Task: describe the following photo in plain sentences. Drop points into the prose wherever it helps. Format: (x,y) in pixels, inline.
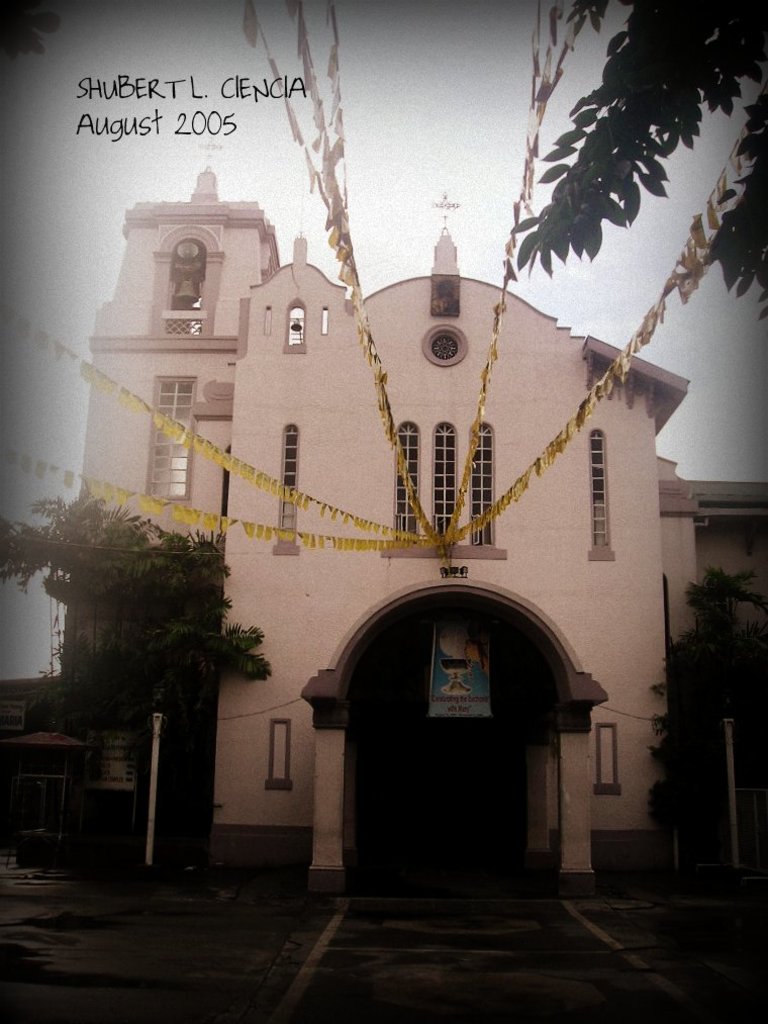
In this image in front (746,164) there are decorative banners (736,159). There is a tree (647,68). There is a floor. In the center of the image (332,547) there is a building (382,441). There are trees (750,747). There are poles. In the background of the image (416,105) there is sky (254,63). On the left side of the image (78,740) there is a tent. There is some text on the top left of the image (255,98).
